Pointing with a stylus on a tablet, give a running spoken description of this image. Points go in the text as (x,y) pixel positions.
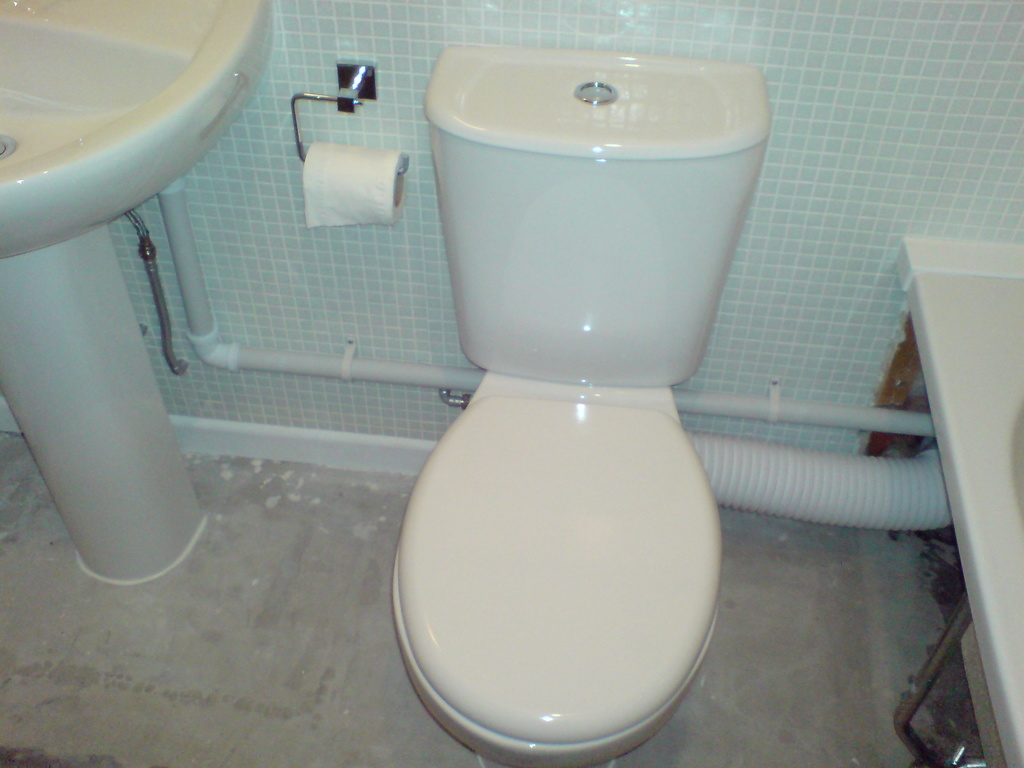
In this picture I can see the washbasin (173,172), few pipes (396,367), a toilet paper (362,203) and the western toilet (514,171) and I can see the tiled wall (752,46).
